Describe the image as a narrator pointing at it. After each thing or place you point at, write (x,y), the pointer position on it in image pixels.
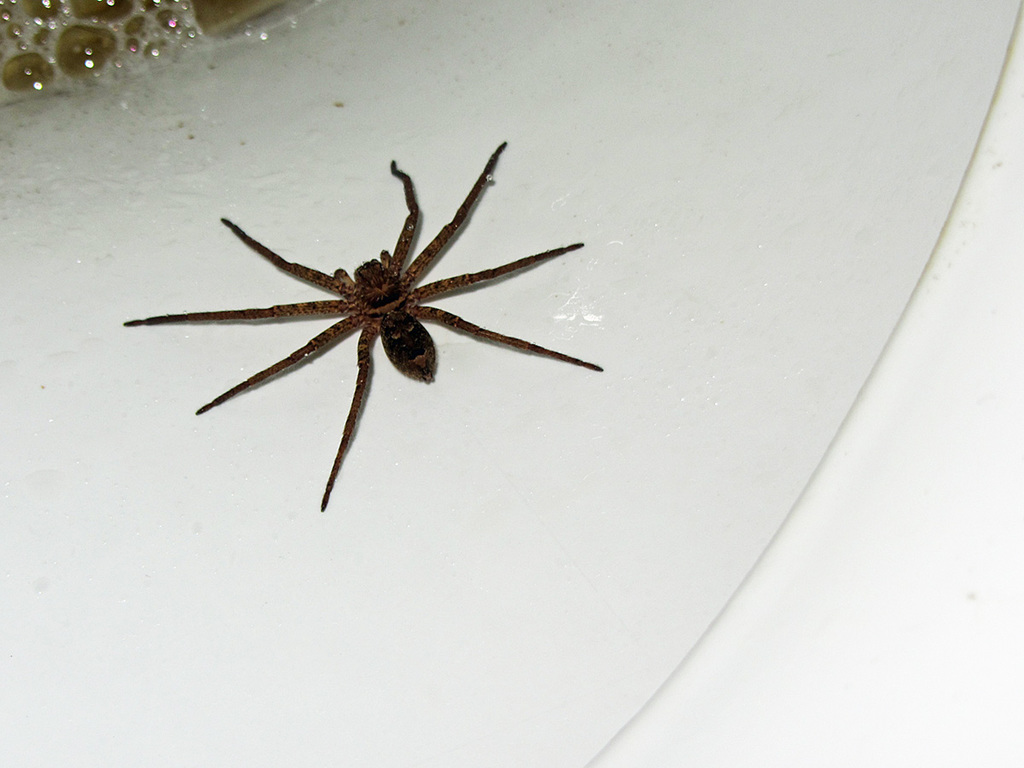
In the image we can see a sink (394,412), on the sink (413,408) there is a spider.
